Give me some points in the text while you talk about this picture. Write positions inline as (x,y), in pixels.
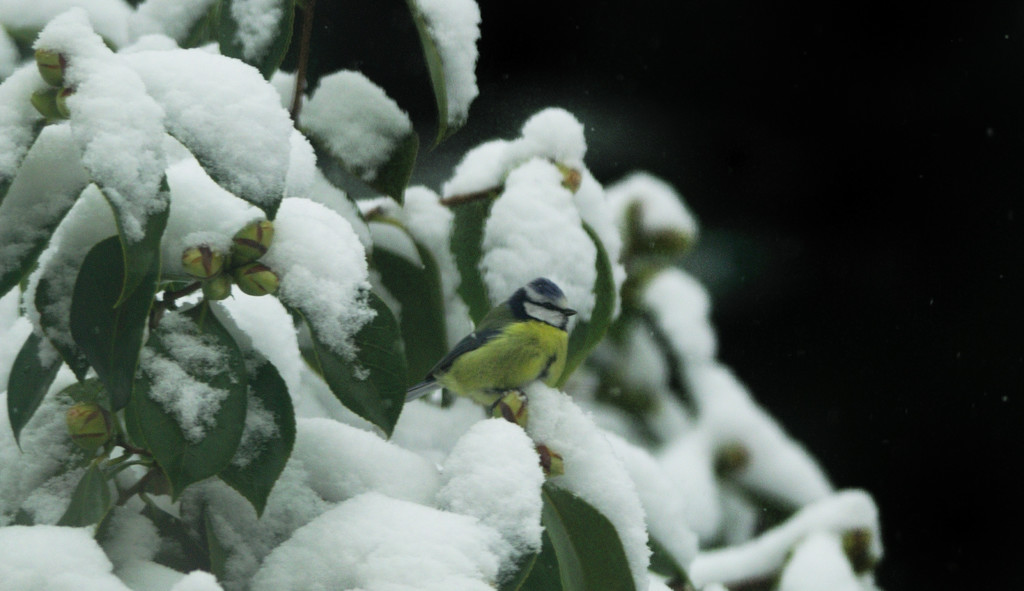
In this picture we can see a bird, here we can see leaves (631,411), snow (534,457) and in the background (869,182) we can see it is dark.
